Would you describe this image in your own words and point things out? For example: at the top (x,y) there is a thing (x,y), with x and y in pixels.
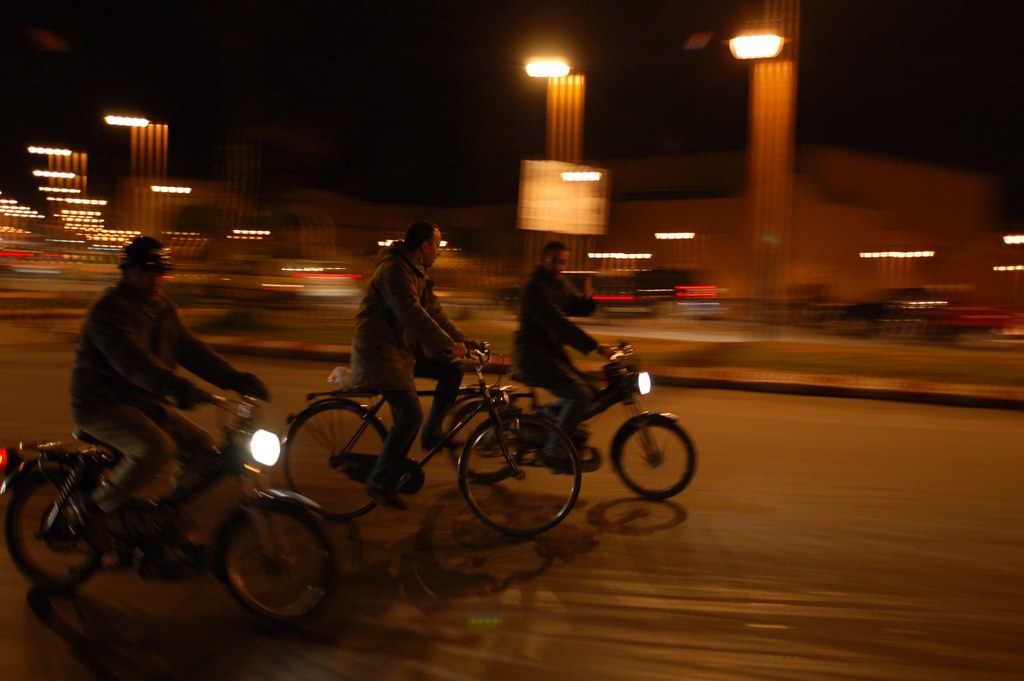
These three persons (374,489) sitting and riding bicycle (402,480). This is road (606,497). We can see lights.
